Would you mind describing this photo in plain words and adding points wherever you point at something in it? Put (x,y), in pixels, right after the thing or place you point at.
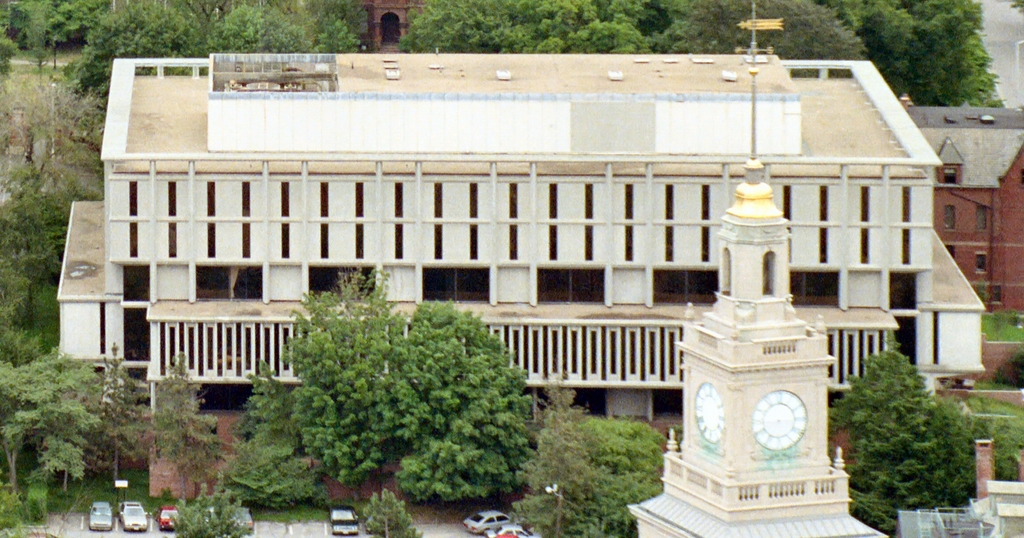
In this image few vehicles (124,516) are on the road (152,531). Right side (790,416) two clocks (772,431) are attached to the wall (770,457) of a tower (778,463). Background (999,198) there are few trees (1007,477) and buildings (805,136). Right top there is a road (1015,46).
